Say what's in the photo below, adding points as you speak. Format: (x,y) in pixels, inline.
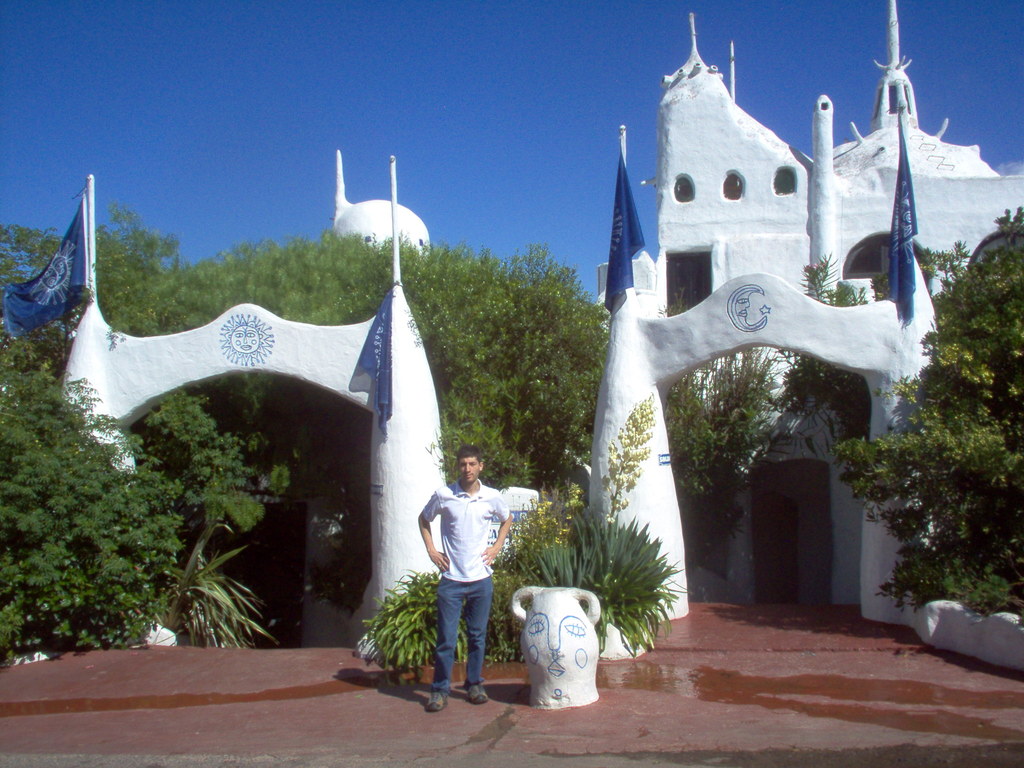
In the image we can see person (433,554) standing, wearing clothes (437,643). There is a plant (543,574), trees (473,392), flags (70,294), blue sky (464,86) and a white building (720,271). This is a footpath (680,717).
